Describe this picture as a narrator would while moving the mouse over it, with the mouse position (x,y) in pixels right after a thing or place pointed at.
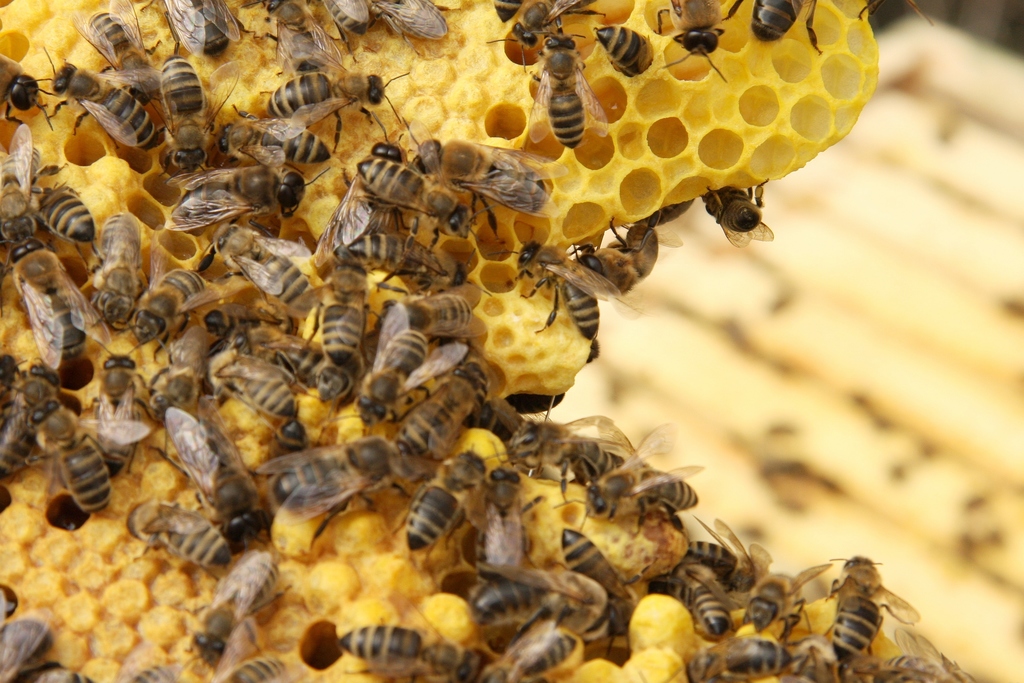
In the image we can see there are many honey bees (211,295) and this is a beehive (635,106), yellow in color and the background (797,410) is blurred.
